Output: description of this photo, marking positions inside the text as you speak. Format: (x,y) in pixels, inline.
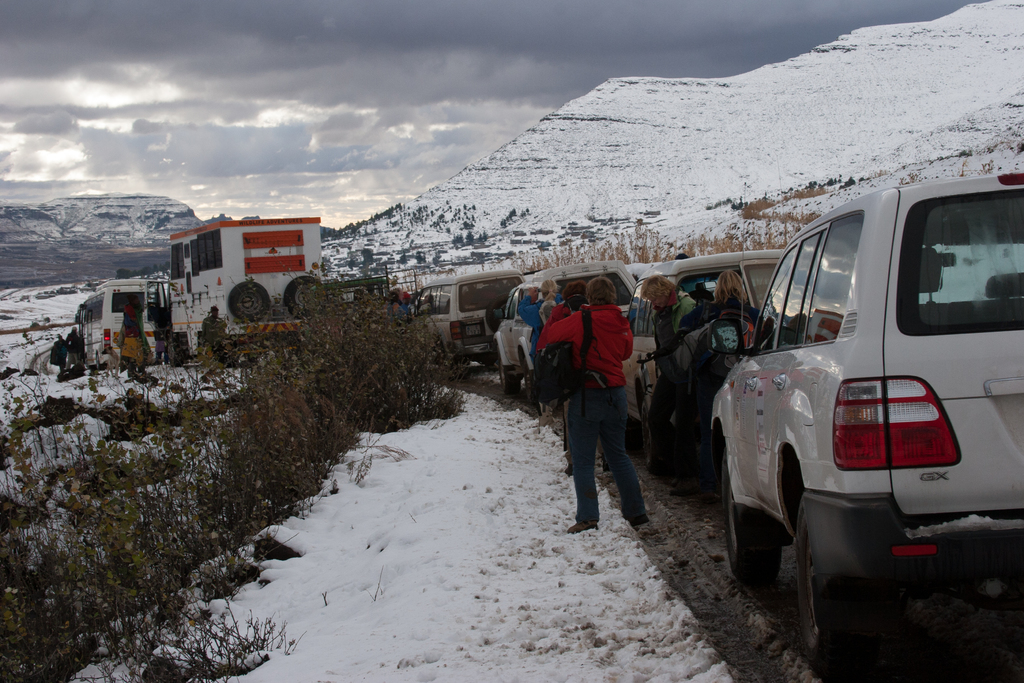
In the picture I can see the vehicles (495,290) on the road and there are a few people (604,311) standing beside the vehicles (475,306). I can see the plants (174,458) and snow (97,429) on the left side (135,608). In the background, I can see the mountains (887,165). There are clouds (423,108) in the sky (408,101).
